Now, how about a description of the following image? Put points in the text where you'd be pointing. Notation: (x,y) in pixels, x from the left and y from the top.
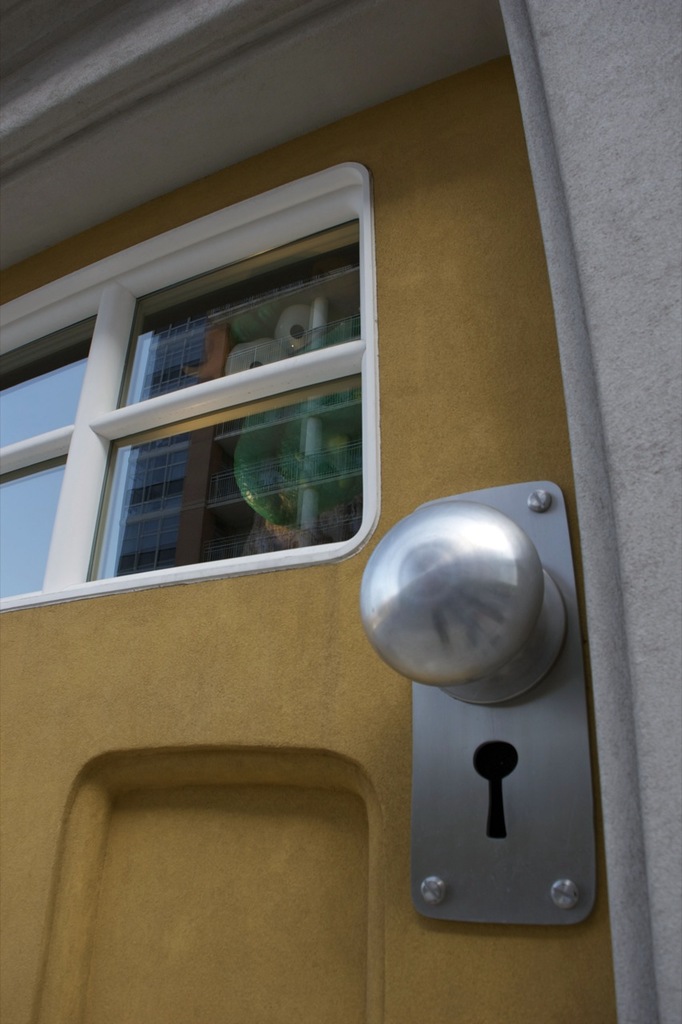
In the image we can see there is a door (331,733) and there is window (279,455) on the door (400,729). There is a door handle (498,679) on the door (181,1006).
